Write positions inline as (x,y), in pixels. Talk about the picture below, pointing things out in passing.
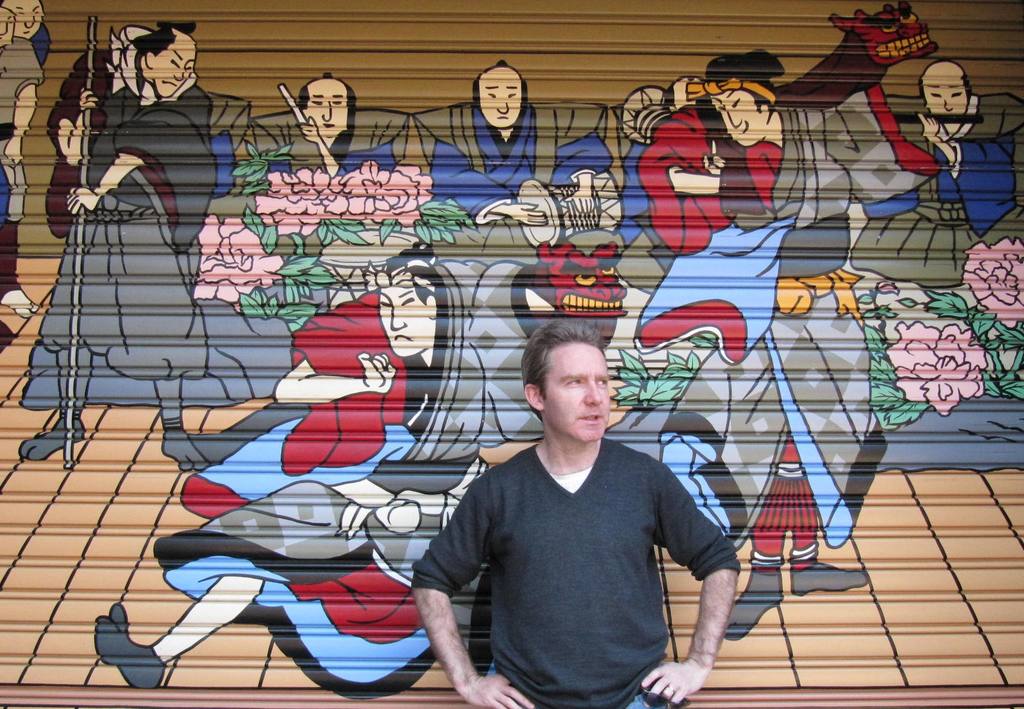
In the image there is a man (640,514) in black t-shirt (581,580) standing in front of a wall (288,278) with painting (787,161) on it.
